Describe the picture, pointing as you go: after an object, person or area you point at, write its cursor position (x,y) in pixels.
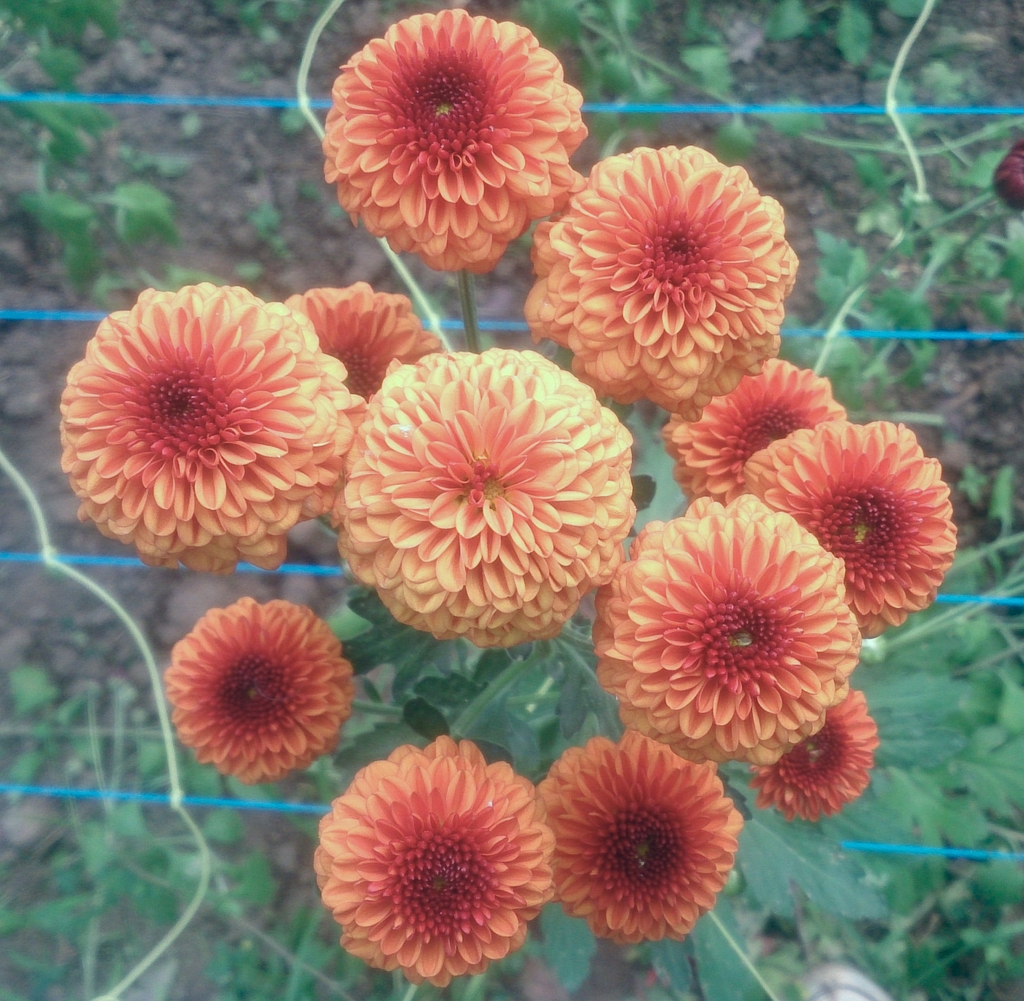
In this image, we can see few flowers (329,841) with plant (869,817). Background (176,44) we can see ropes (862,847), plants (988,250) and ground (788,218).
